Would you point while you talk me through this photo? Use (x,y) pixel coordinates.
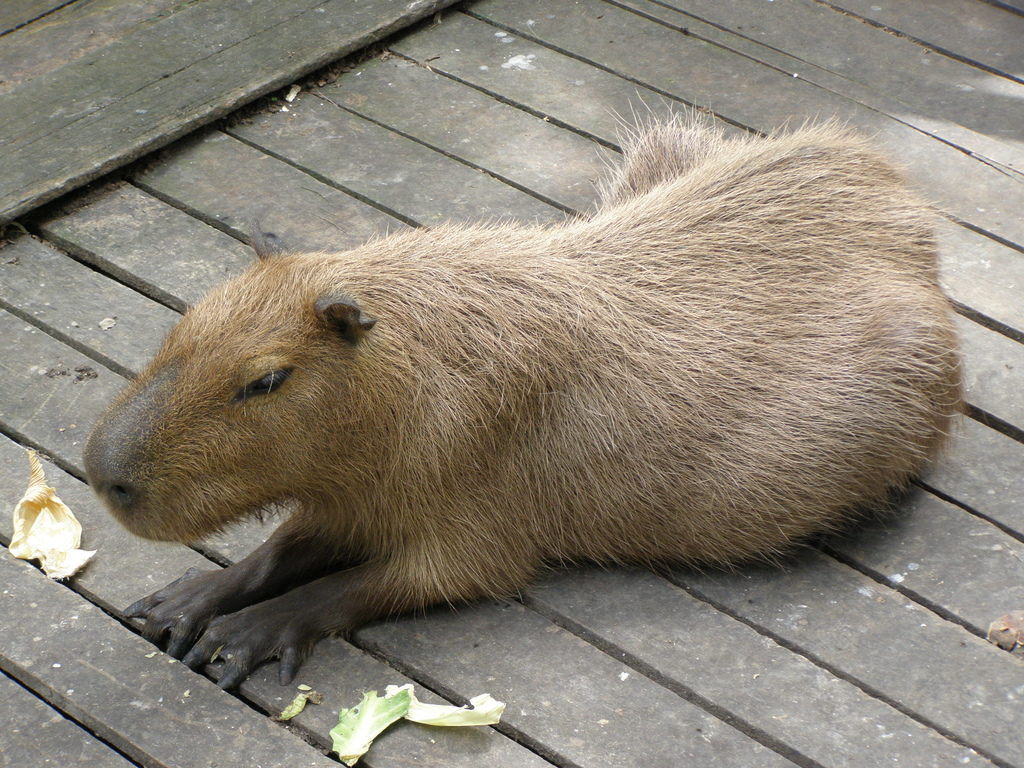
In this image I can see a brown colour animal (429,482). I can also see few leaves (474,720) over here.
